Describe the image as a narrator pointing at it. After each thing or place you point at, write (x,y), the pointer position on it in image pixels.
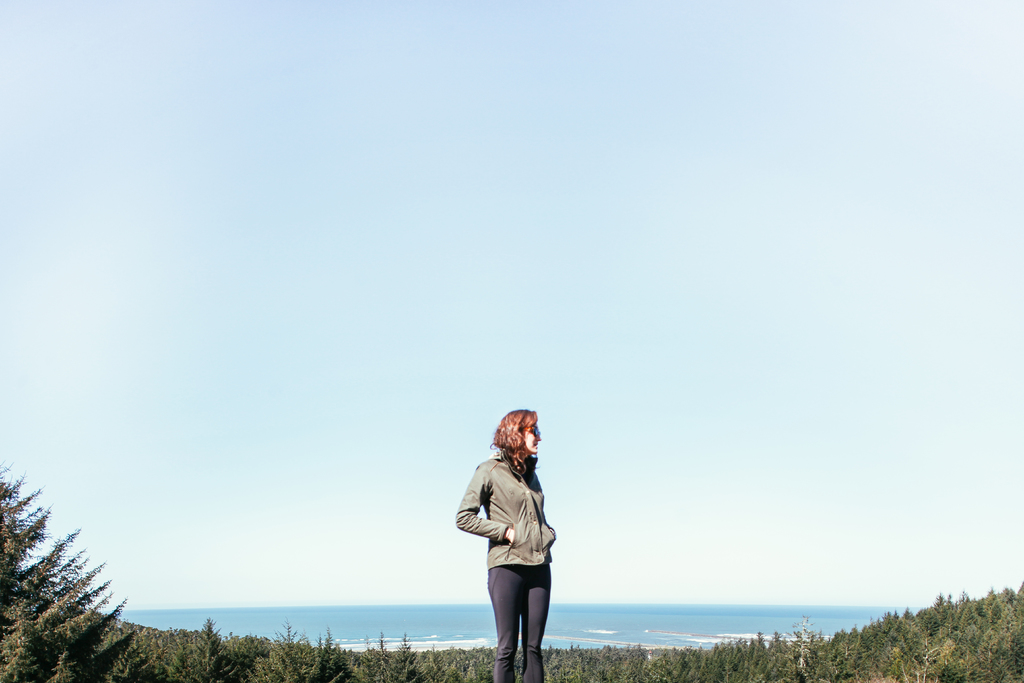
In this picture there is a woman (494,506) who is wearing jacket (502,533), goggles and trouser (500,674). Behind her I can see many trees (1001,643). In the background (608,611) I can see the ocean (576,617). At the top (541,42) I can see the sky (238,122).
